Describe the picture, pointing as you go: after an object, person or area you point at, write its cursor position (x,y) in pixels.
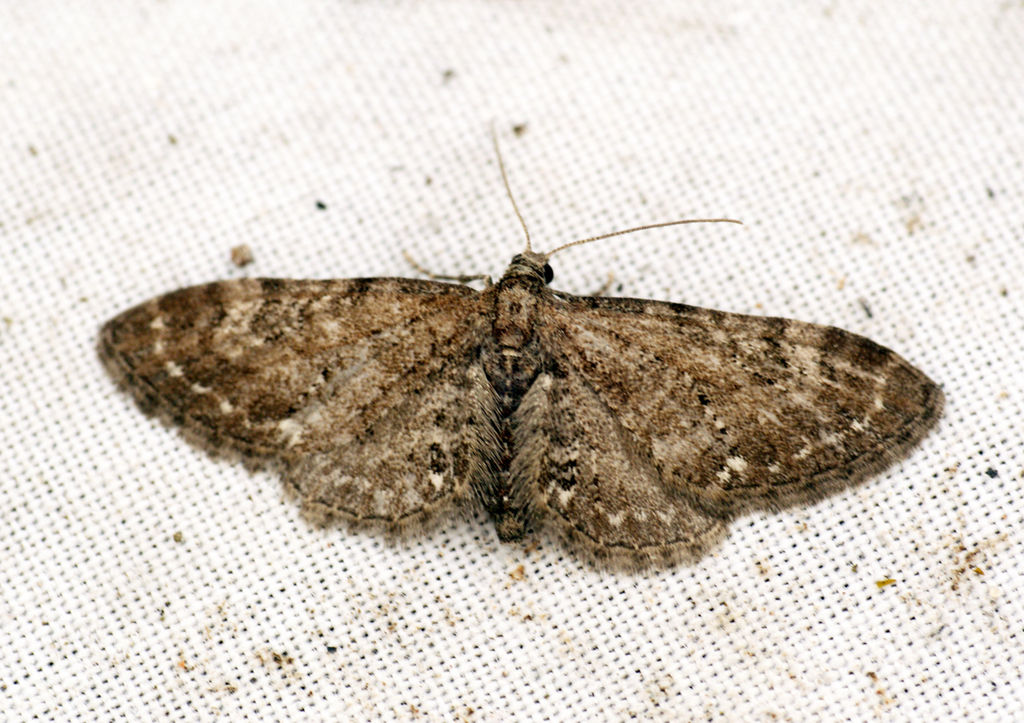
In this picture I can see a butterfly (838,391) on an object (942,497).
